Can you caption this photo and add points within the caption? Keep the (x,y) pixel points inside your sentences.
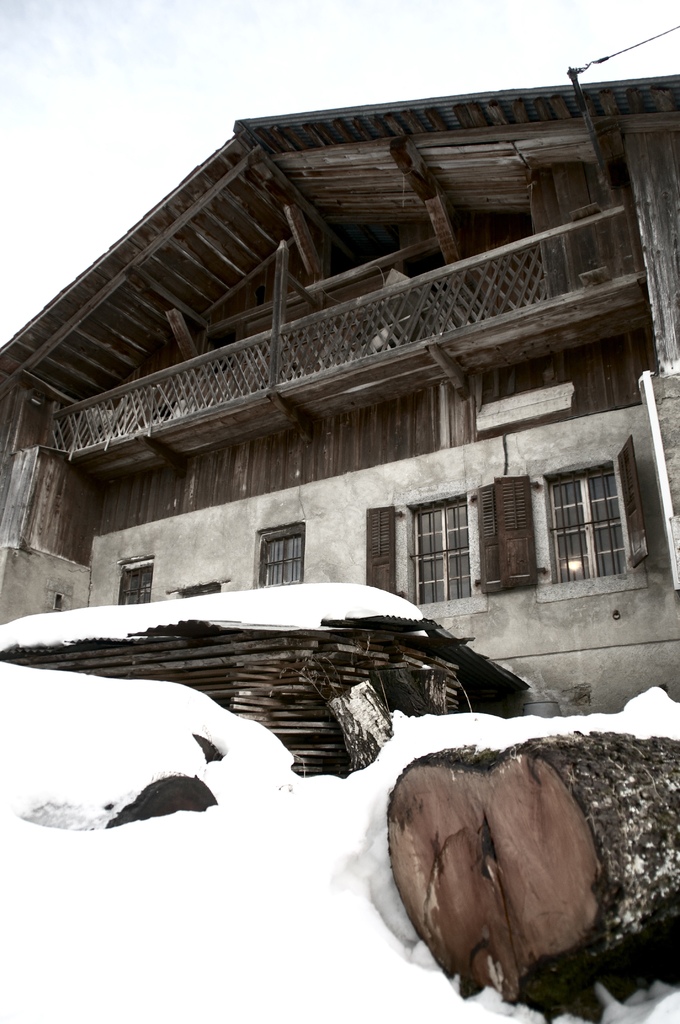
In this picture I can see a house (480,601), in front of house (436,573) I can see wooden object (209,693), at the top (188,96) I can see the sky (309,59).
